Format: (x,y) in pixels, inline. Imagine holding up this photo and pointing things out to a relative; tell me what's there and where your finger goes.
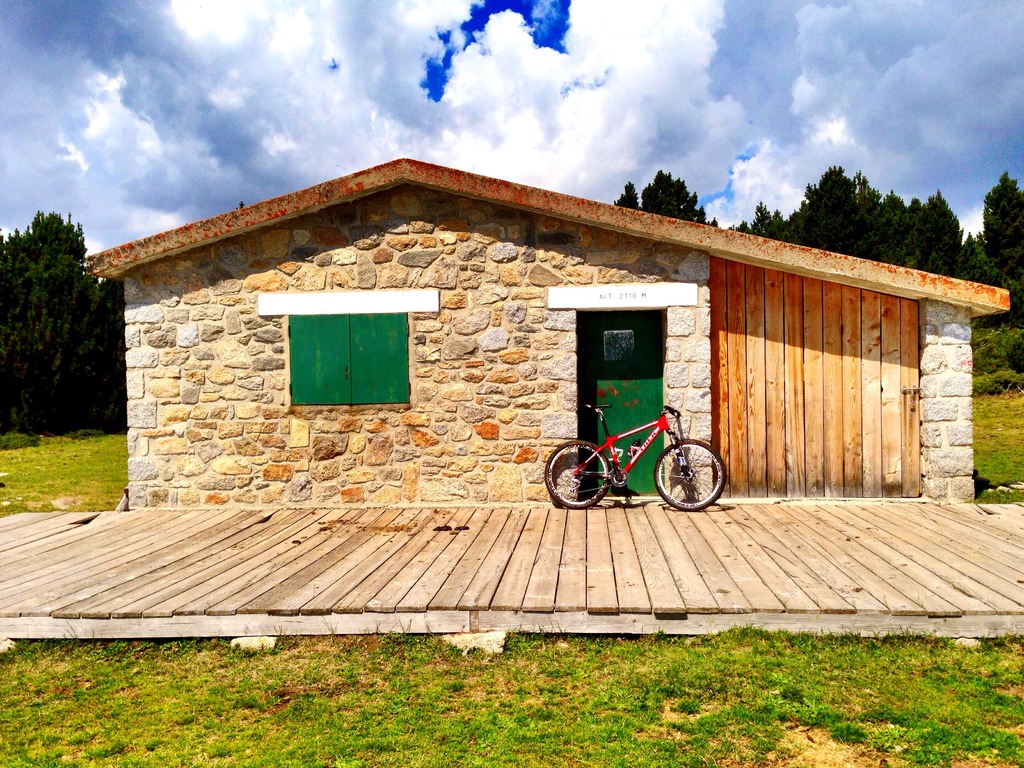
In this image there is a stone house (406,376) in the middle (412,402). In front of it there is a wooden floor (628,550) on which there is a cycle (622,452). At the top (510,29) there is the sky (463,55). In the background (70,288) there are trees (61,292). At the bottom (454,694) there is grass (450,729).
